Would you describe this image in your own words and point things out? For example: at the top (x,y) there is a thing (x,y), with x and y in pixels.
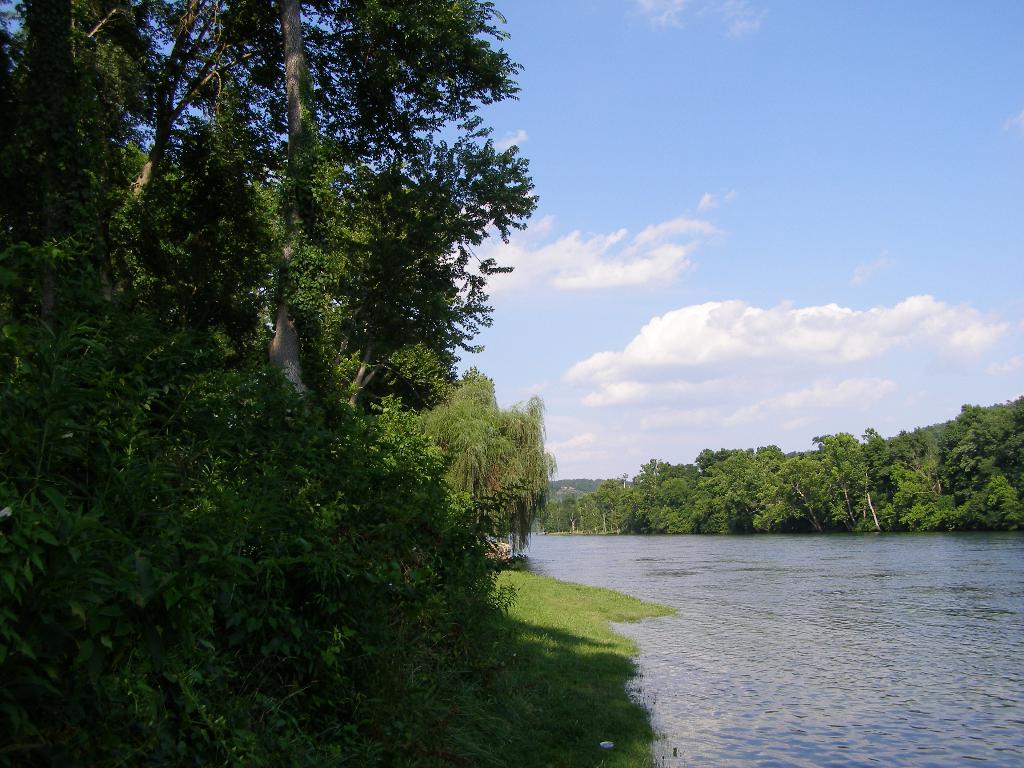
There is water (847,572) in bottom right side of the image (727,554) and there is greenery (633,495) on both the sides and sky (658,327) in the background area (653,318).
